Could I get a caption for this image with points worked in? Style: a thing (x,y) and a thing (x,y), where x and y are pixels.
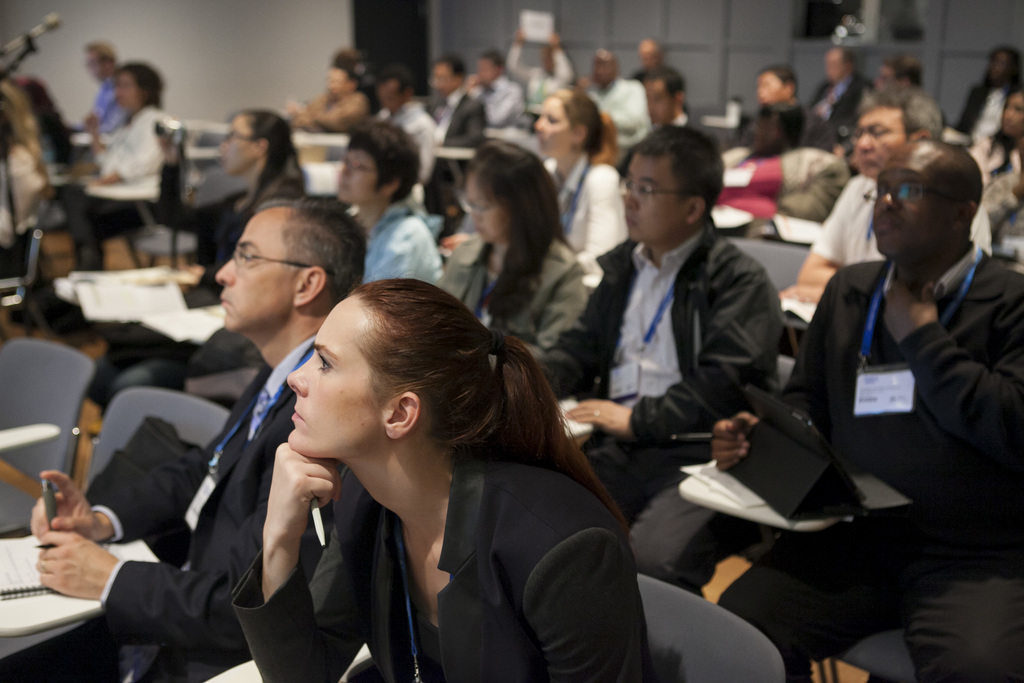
In this image there are many people (466,463) sitting on the chairs (698,617). Some of the people (284,493) are holding pen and a book (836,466). Wall (323,65) is visible in this image.
